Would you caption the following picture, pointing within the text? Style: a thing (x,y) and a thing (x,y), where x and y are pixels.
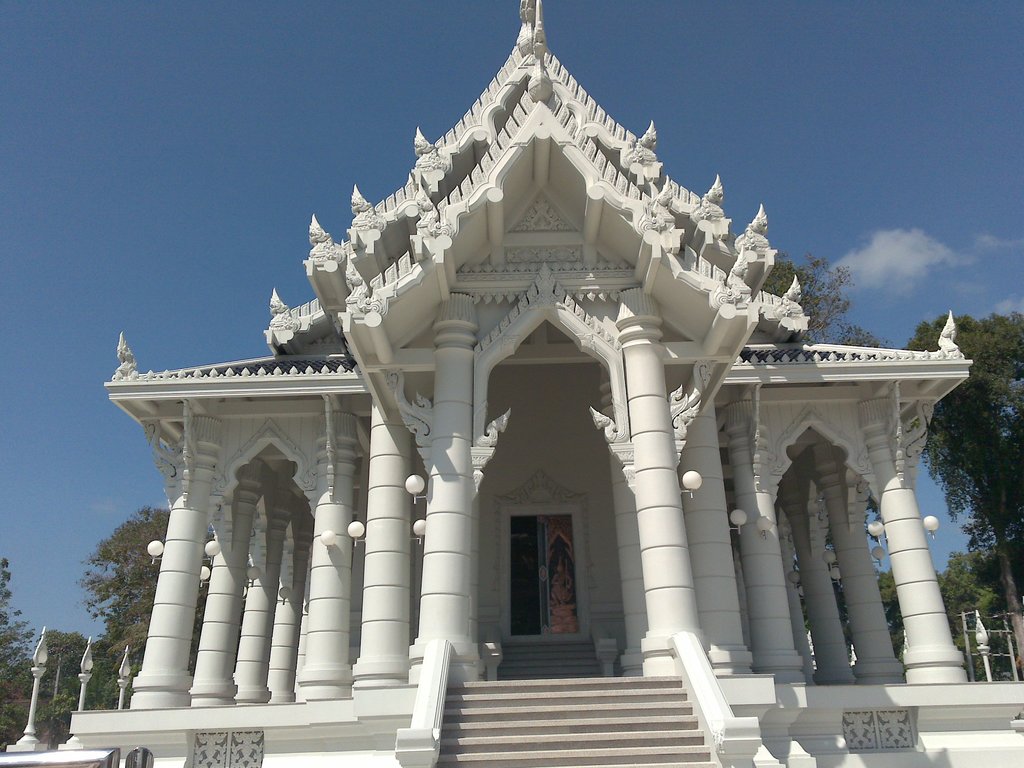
In this image in the center (473,371) there is a building (482,555), staircase (534,690) and some pillars (246,553). In the background (983,402) there are some trees (980,389), poles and at the top of the image (617,86) there is sky (758,86).
